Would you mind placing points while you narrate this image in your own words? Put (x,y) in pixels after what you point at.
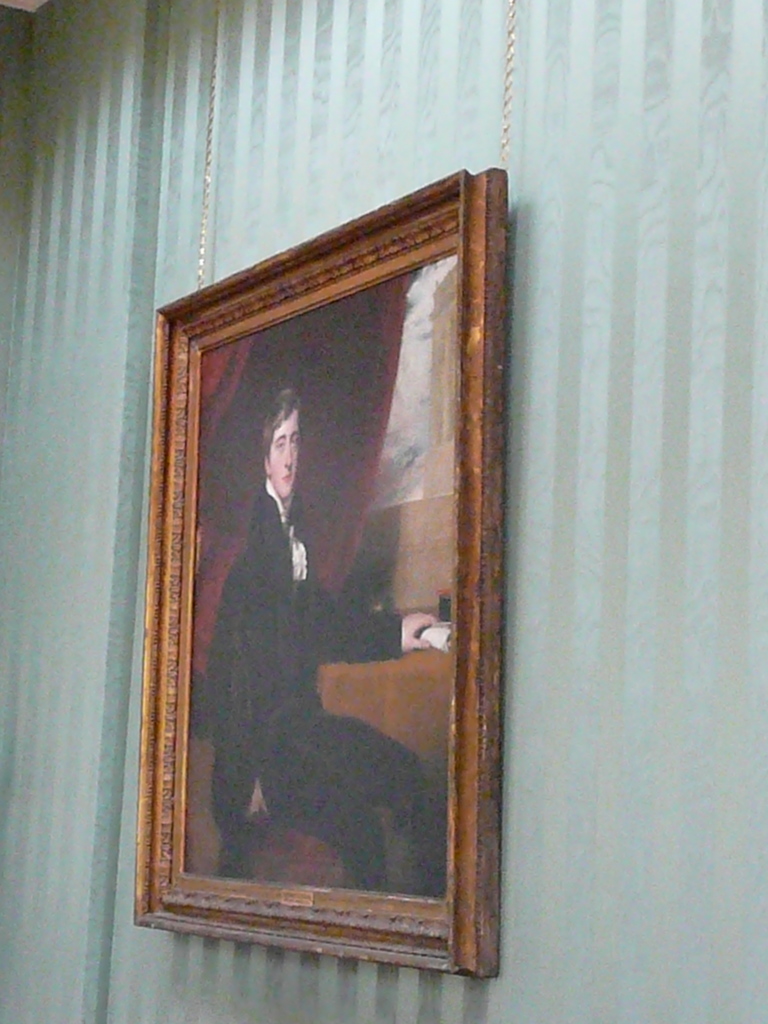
In this image in the center (275,361) there is one photo frame (312,477) on the wall (575,438).
